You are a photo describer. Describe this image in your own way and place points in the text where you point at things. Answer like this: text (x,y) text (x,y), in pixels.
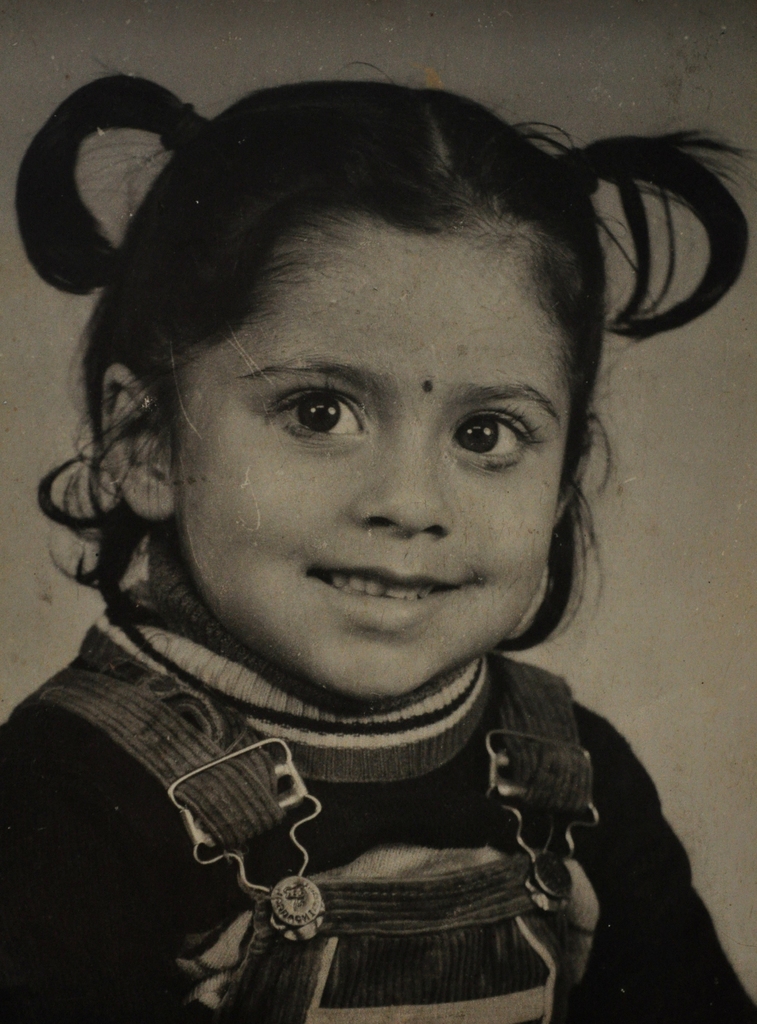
In this picture we can see a girl (332,112) smiling.
